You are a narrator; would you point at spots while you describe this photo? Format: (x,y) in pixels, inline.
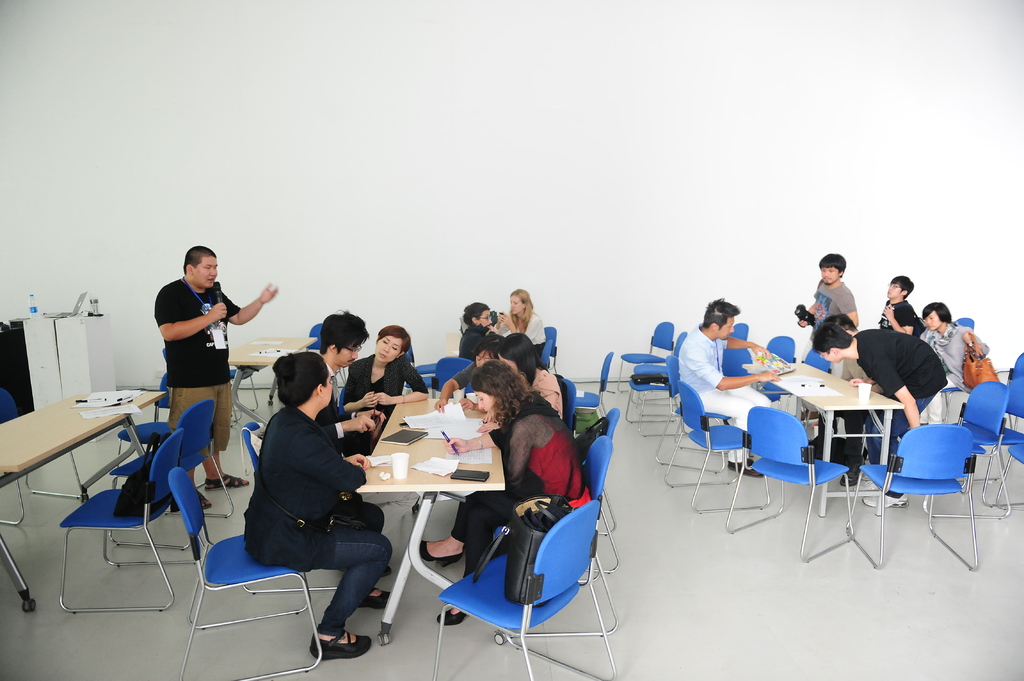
This picture shows a group of people (845,320) seated on the chairs (974,450) and a man (816,314) standing and holding a camera (803,320) in his hand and a person (177,355) standing and speaking with the help of a microphone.
